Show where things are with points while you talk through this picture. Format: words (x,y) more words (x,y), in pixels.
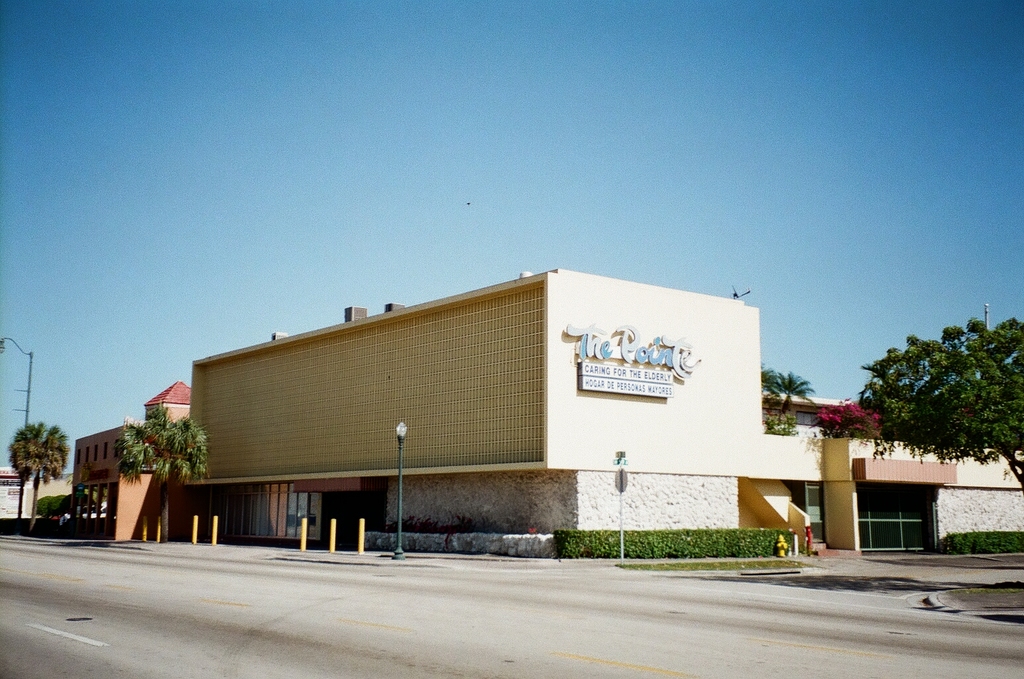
In this image we can see few buildings (900,473), a building (738,486) with text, and few trees (1013,403), a light pole (402,432), a pole (622,530) with board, few rods (361,539), plants (638,541) and a road (81,617) on front of the building (413,415) and the sky (532,211) on the top (682,194).
